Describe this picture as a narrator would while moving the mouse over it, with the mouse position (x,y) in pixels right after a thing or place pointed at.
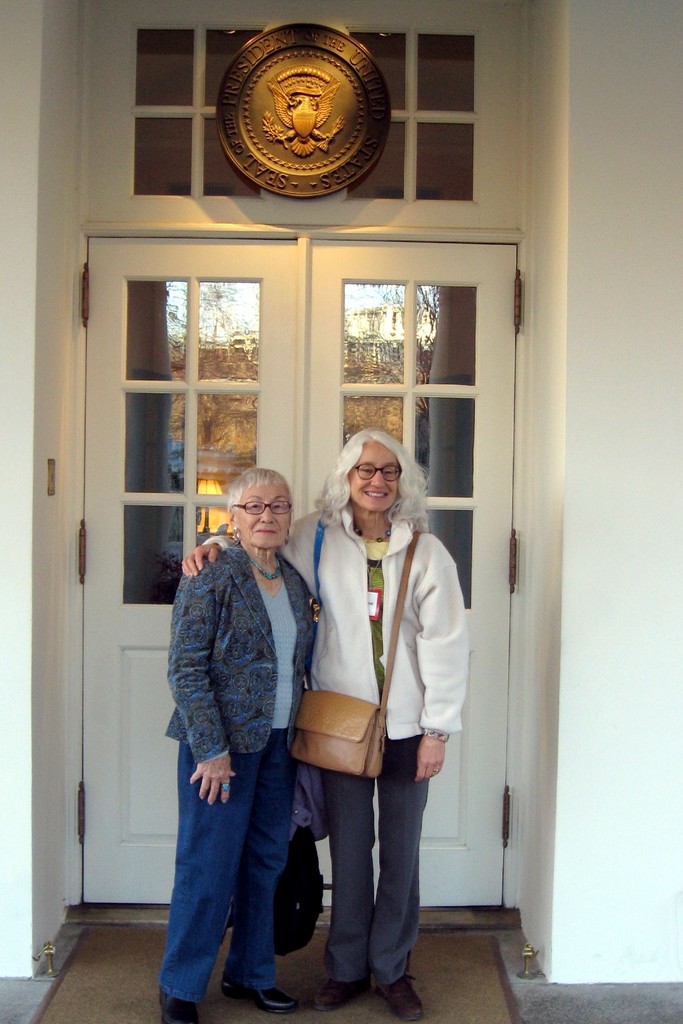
These two old women (369,698) are standing. These people (392,585) wore jackets (368,628) and bags (346,709). Backside of these people (417,506) we can see door (153,306) and shield (300,116). These are walls (594,390).
